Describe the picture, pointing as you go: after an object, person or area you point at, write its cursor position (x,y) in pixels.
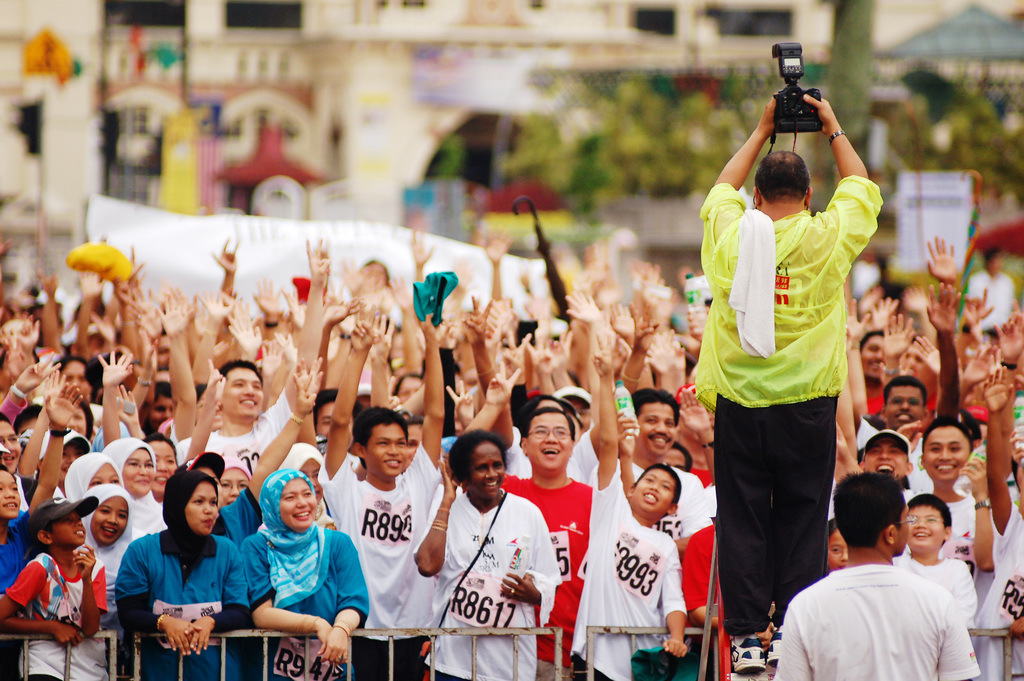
In the foreground of the image (435,395) we can see group of people (524,582) are standing and raising their hands (671,367). In the middle of the image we can see a person (802,245) is wearing yellow color dress (826,269) and he is taking photograph. on the top of the image (437,75) is in a blur.
